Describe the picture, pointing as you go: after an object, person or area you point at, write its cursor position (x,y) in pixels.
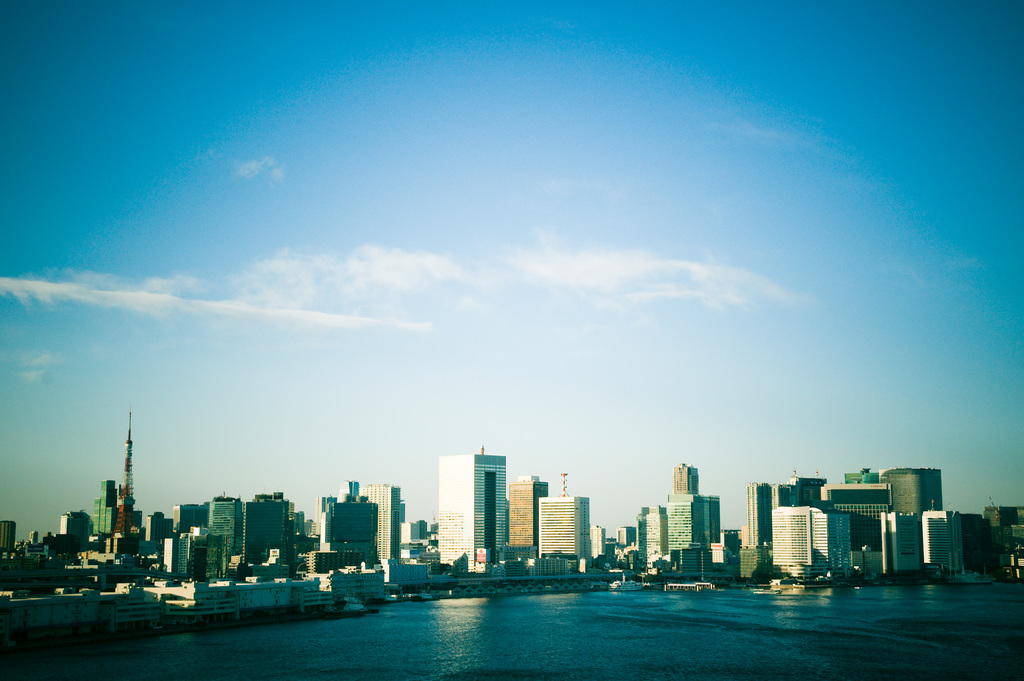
In this image in front (793,650) there is water (635,649). In the background of the image (647,539) there are buildings (537,495) and sky (637,262).
